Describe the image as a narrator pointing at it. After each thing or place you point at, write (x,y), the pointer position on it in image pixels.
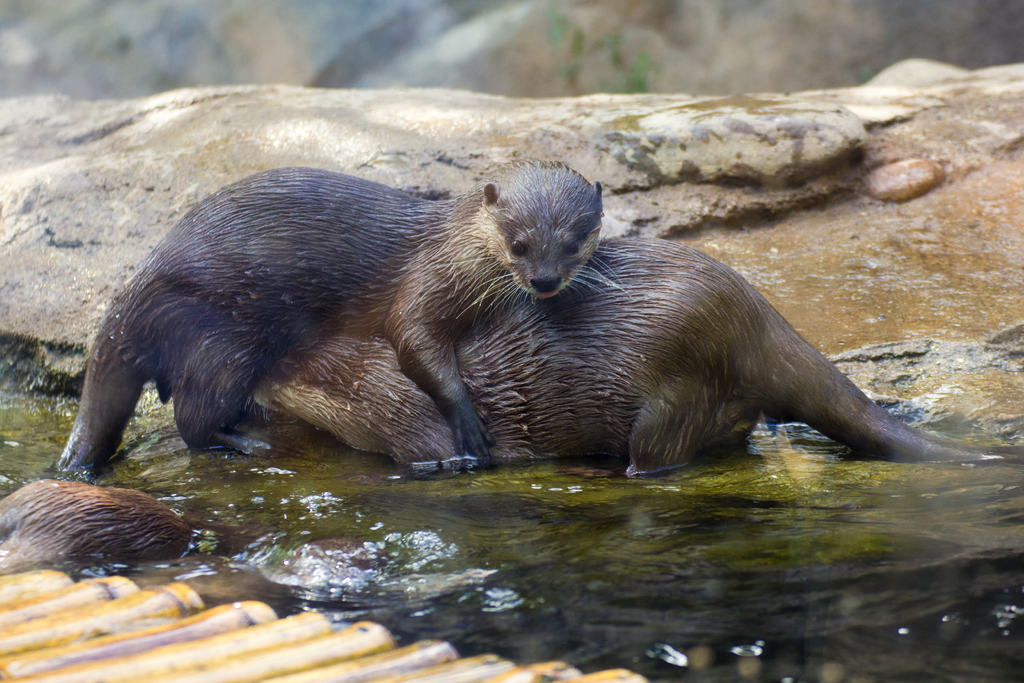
In this picture, we see three mammals (136,384) which are named as North American river otter (443,386), in the water (585,501). Beside that, we see a rock (677,209) and at the bottom of the picture (178,620), we see the wooden sticks (197,641). In the background (700,53), it is blurred.
